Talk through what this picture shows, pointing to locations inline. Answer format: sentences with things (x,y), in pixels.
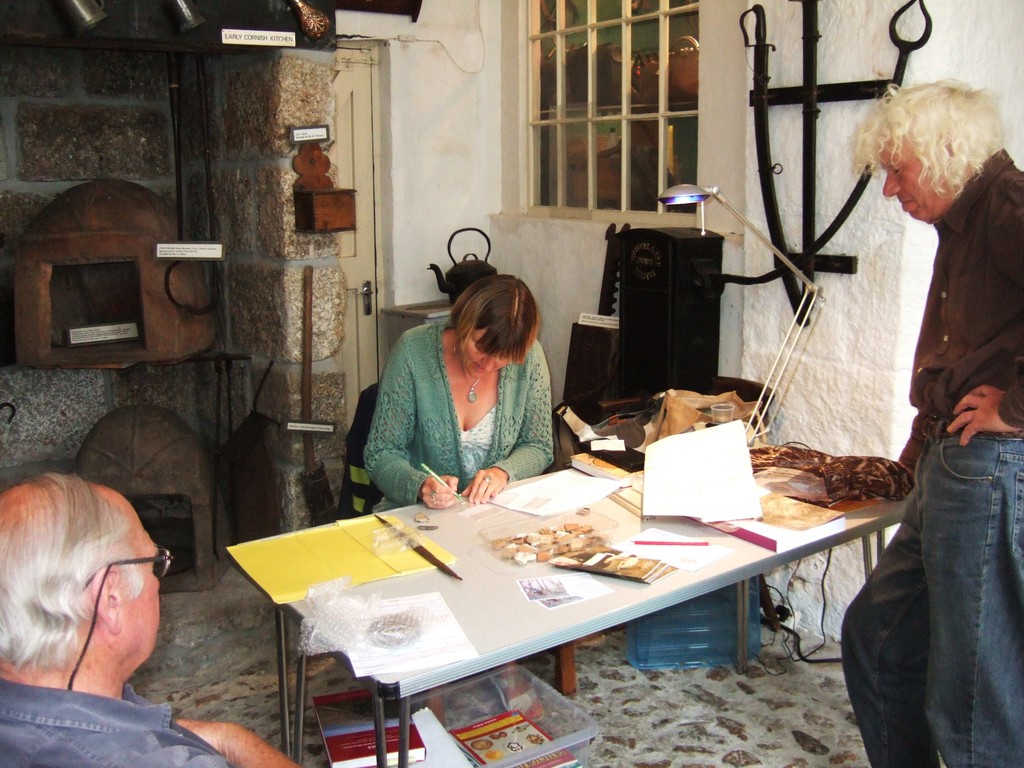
It is a home (339,77). in the middle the home (313,82) we can find a woman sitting on a chair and table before the table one person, man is sitting. She writing something on a paper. In the background (497,62) we can find wall (418,66), window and somethings.
